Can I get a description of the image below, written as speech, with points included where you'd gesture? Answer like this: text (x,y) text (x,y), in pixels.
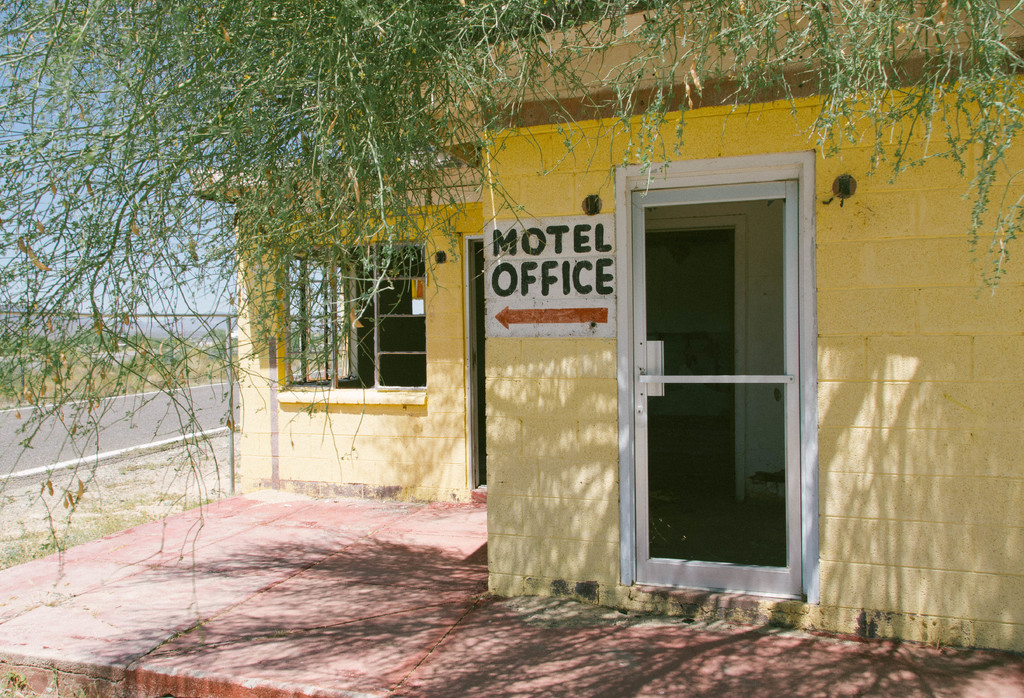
In the foreground of this image (670,448), there is a building (537,439). At the top (406,77), it seems like a tree (334,102). In the background (150,418), there is a road (112,425) and the sky (202,305).
